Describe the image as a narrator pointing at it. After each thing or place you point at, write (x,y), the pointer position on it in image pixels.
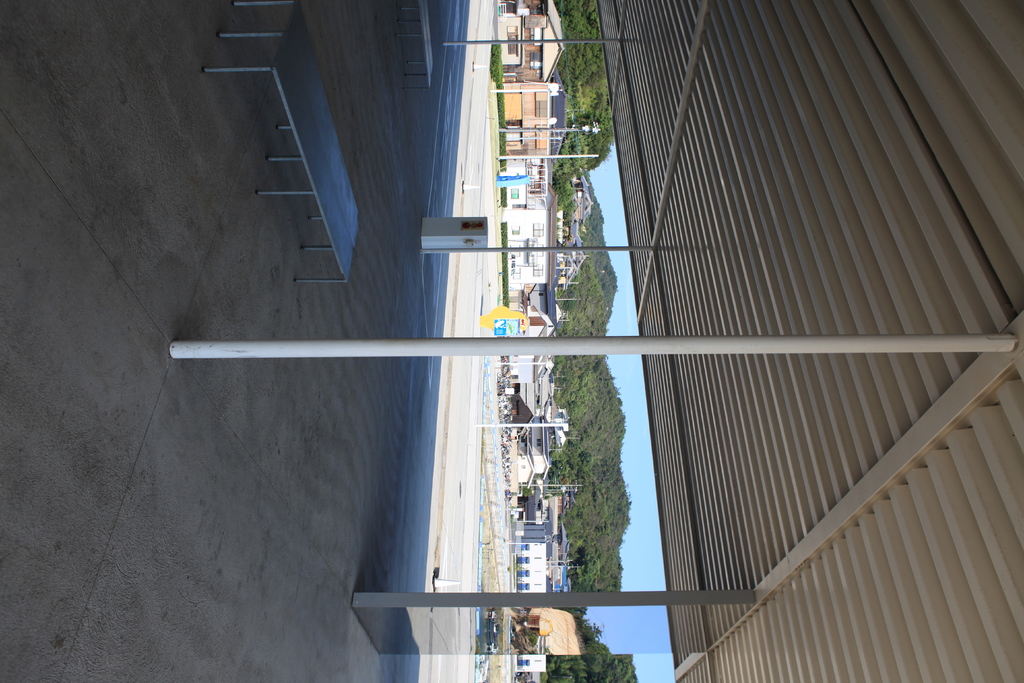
There is a shed (711,379) on the right side of the image (879,373) and there is a pole (324,351) and bench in the center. There are houses (531,470), poles (546,487), it seems like mountains (596,480) and sky (635,479) in the background area (617,466).
